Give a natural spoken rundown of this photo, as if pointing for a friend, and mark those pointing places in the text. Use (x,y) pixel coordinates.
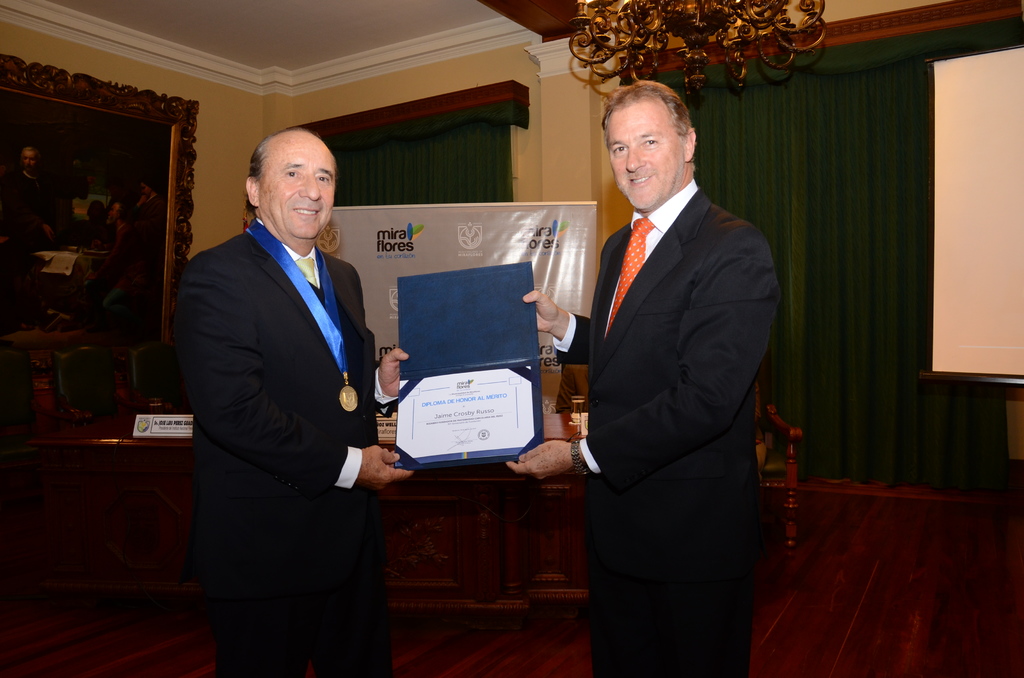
In the picture I can see two men (557,450) are standing and holding some object (459,440) in hands (559,335). These men (546,307) are smiling and wearing black color suits (707,330). In the background (428,256) I can see curtains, ceiling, photo (150,266) on the wall (208,141) and some other objects (396,488) on the ground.
